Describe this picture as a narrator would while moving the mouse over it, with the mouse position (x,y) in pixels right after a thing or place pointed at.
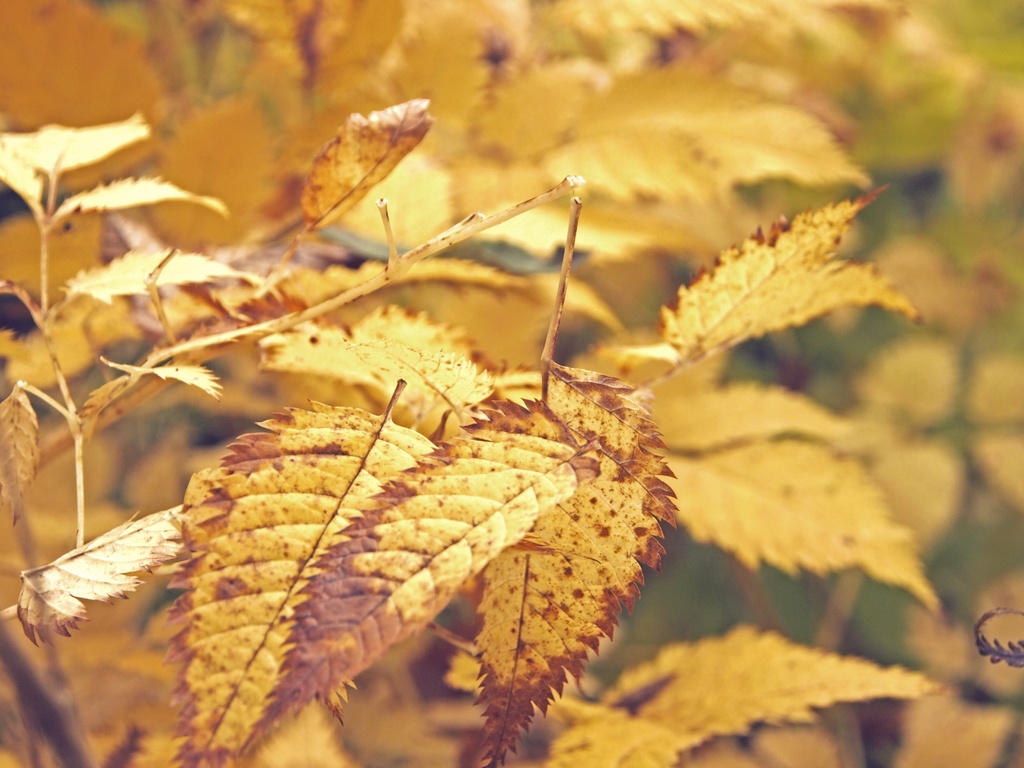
In this picture we can see the dry leaves (616,510) and the stems (578,206) of the plants (946,296).
